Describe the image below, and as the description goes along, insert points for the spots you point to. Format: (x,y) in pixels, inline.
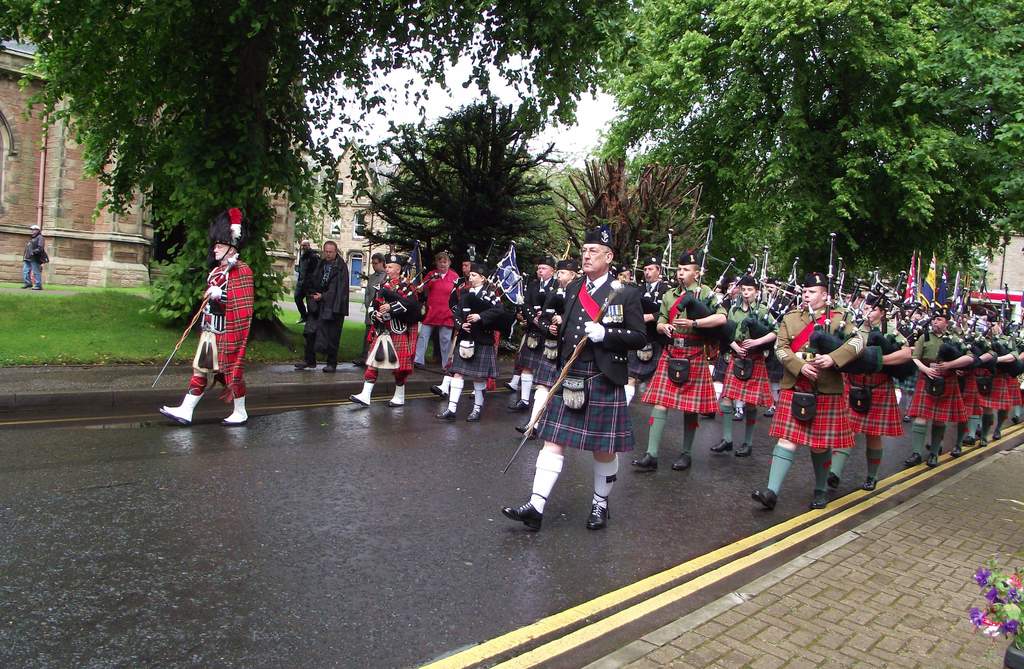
In this picture there are group of people (390,321) walking on the road (35,530) and playing musical instruments (860,307). At the back (89,169) there are buildings (125,208) and trees (967,175) and there are group of people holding the flags (918,270). At the top (440,95) there is sky (492,78). At the bottom (527,475) there is a road (306,530) and there is grass (19,303) and there are flowers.
